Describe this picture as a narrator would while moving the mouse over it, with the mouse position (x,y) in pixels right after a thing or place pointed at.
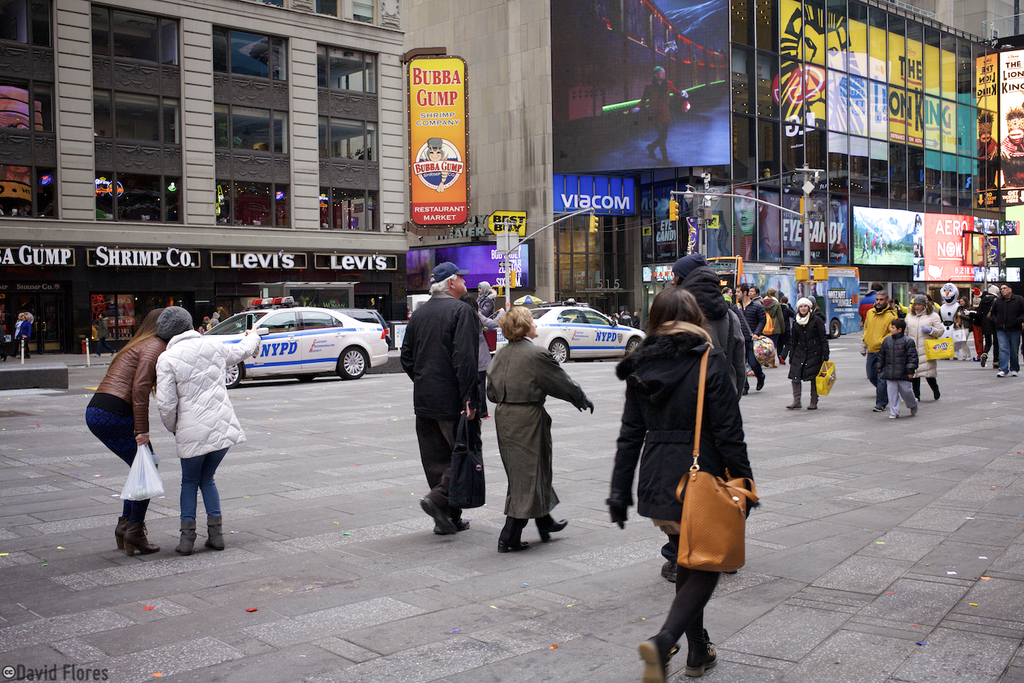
In this image I can see number of persons (663,386) are standing on the road (92,483), few vehicles (625,343) on the road (101,470), few traffic poles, few boards (429,197) and few screens (695,137). I can see few buildings (741,129).
